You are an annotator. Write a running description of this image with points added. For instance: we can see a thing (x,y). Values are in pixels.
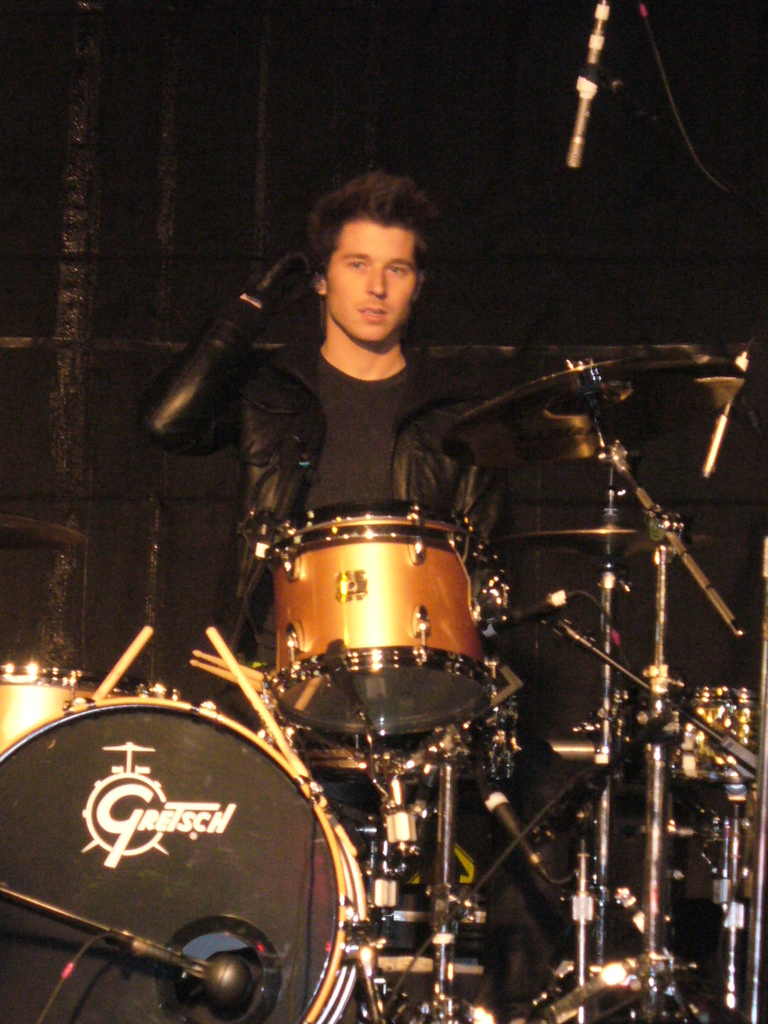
In this image there is a person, drums (0,701), cymbals (637,379) to the cymbal stands (649,990).
